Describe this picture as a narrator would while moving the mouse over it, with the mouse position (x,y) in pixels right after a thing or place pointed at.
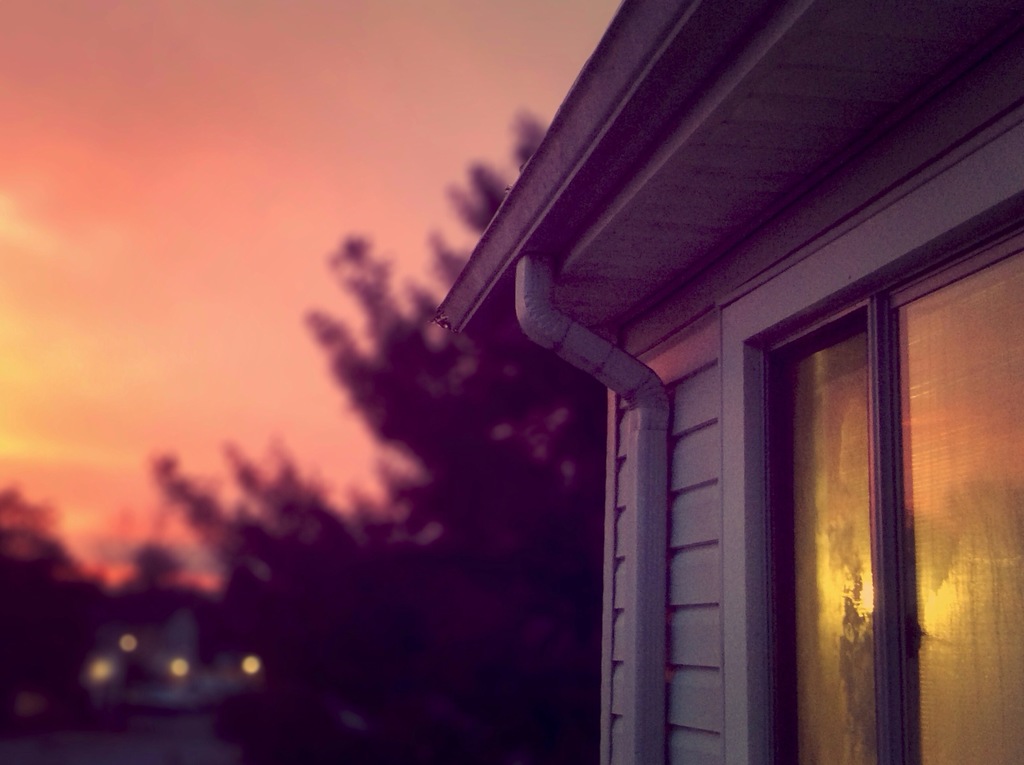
In this image I can see a building (730,440) and in the background (352,589) I can see a tree (270,527). I can also see this image is little bit blurry from background (233,379).
